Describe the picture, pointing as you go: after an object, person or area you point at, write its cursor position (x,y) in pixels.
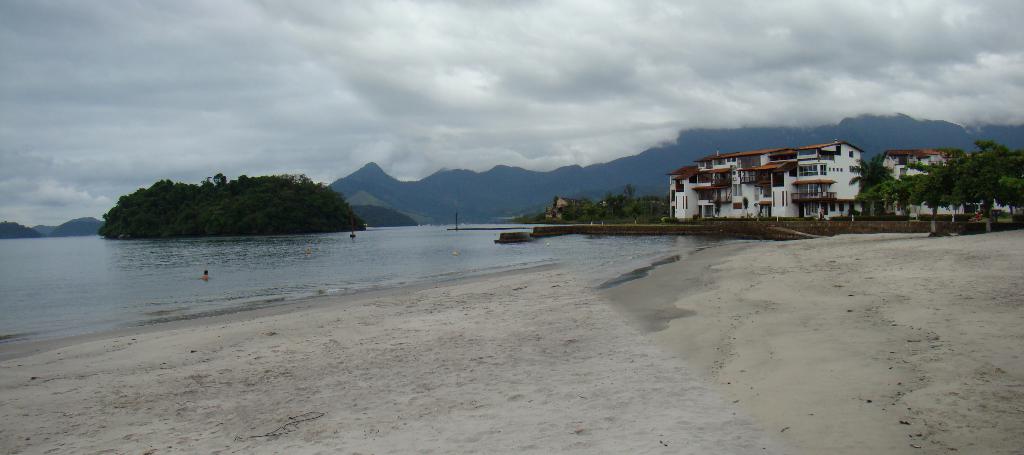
In this image in front (667,290) there is sand (657,298). On the left side of the image (193,263) there is a person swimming in the water (230,253). There are trees (221,202). On the right side of the image (845,210) there are buildings (784,154), trees (991,197). In the background of the image (596,159) there are mountains (583,178) and sky (537,63).
